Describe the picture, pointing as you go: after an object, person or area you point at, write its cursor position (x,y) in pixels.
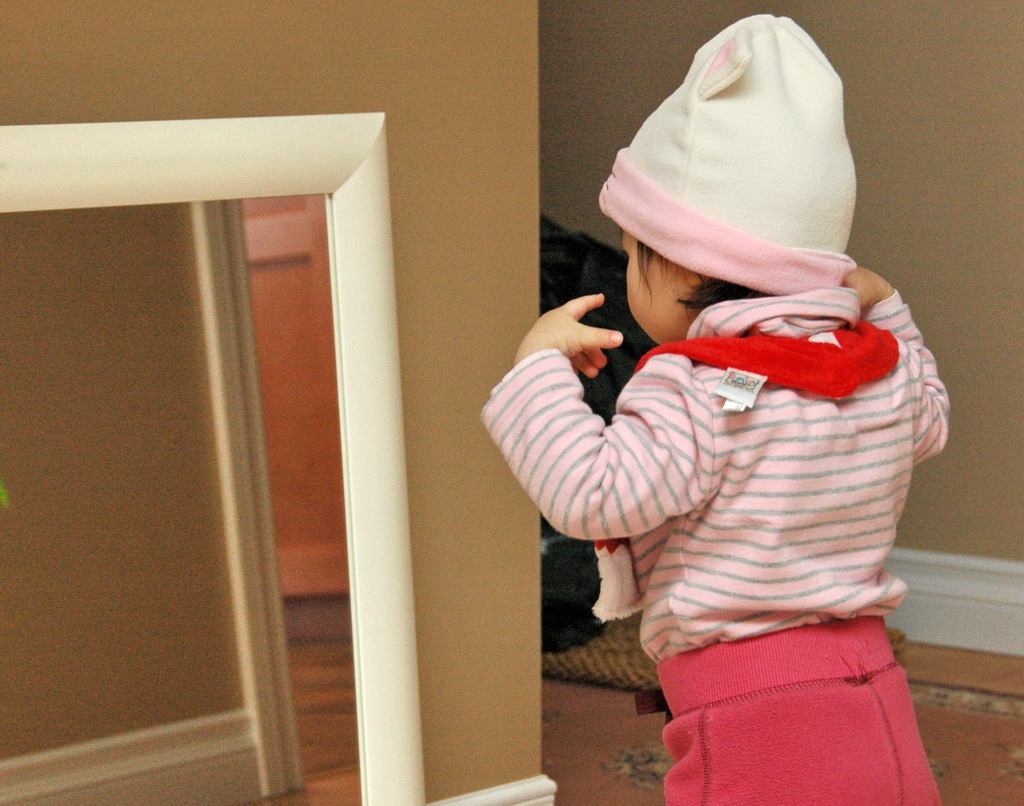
In this picture we can see a child (530,364) standing. In front of this child (692,685) we can see the wall (497,40), mirror (338,421) and some objects (621,275).
